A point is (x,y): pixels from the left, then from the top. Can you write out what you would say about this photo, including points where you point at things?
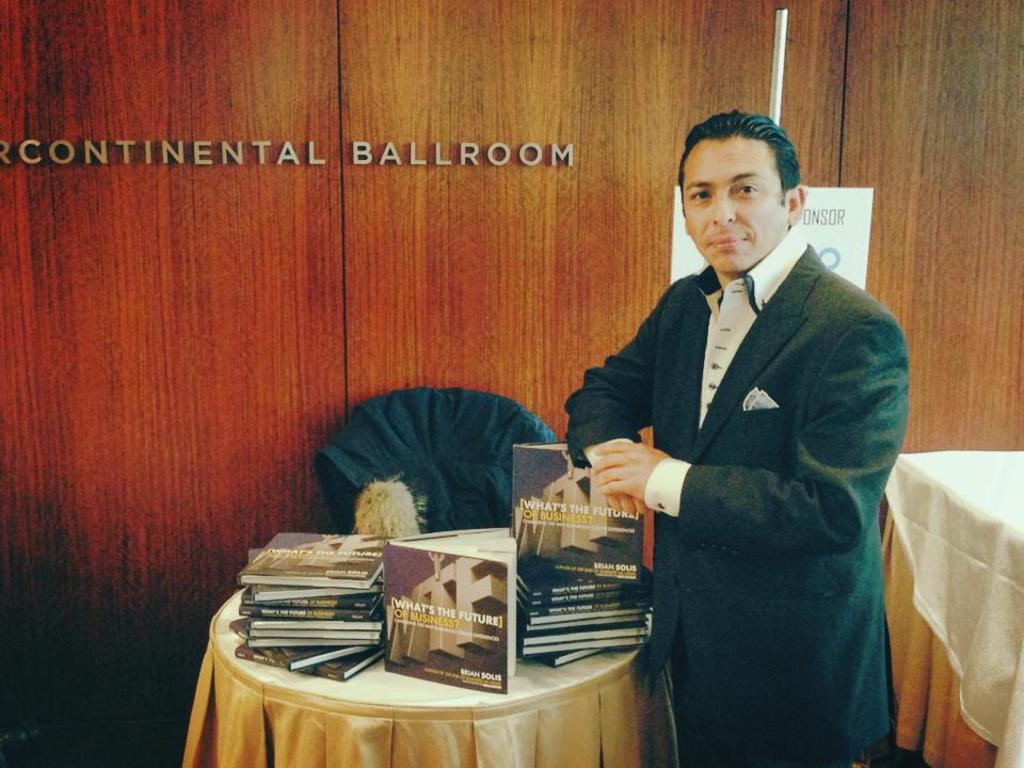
In this image we can see one man (687,526) with smiling face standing near the table (530,714), two tables (546,707) with table clothes (943,534), one chair (457,466) with cloth (328,500), some books (409,551) on the table (520,706) in the middle of the image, one object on the table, some text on the wooden object (874,206), one white poster (842,259) with text (835,222) and one white object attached to the wooden object (757,68) which looks like a wooden wall (142,172).
